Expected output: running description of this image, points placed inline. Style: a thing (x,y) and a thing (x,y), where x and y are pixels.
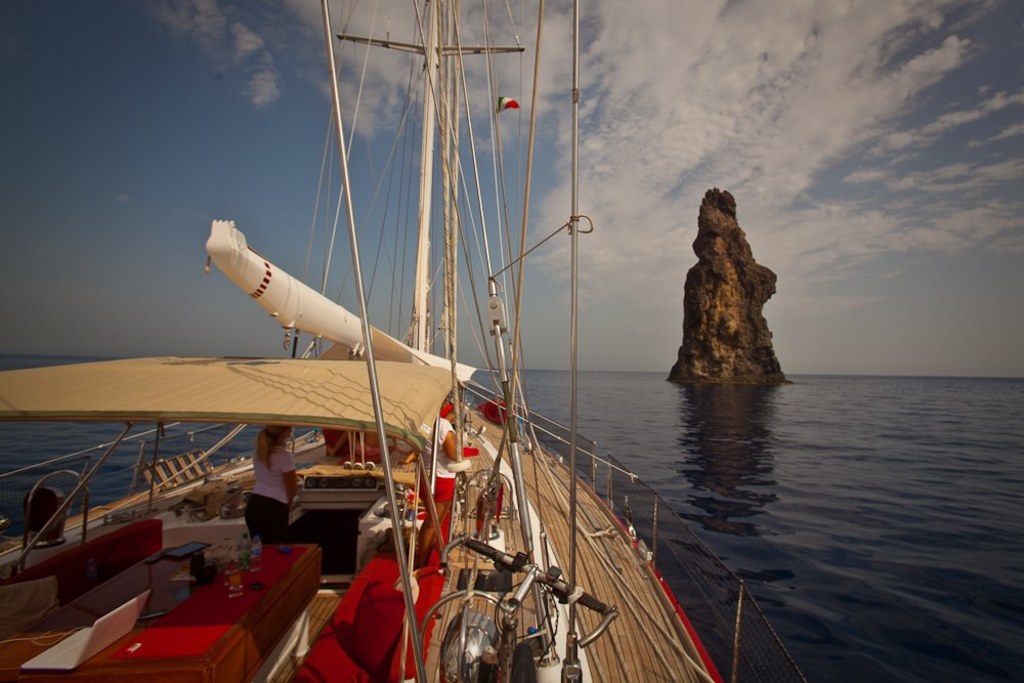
In this image, we can see people (278,430) and some other objects (368,582) are on the boat (242,595). In the background (694,386), there is water (837,468) and we can see a rock (708,307). At the top (694,109), there are clouds (704,154) in the sky (639,209).
